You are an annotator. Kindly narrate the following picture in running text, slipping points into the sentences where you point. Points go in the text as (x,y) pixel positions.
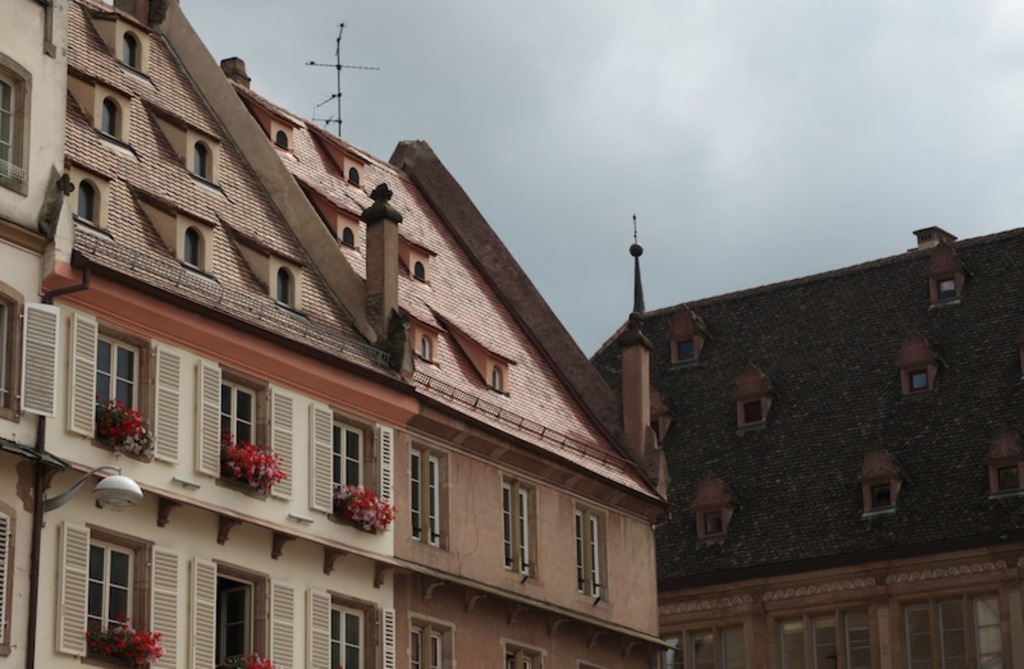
Here in this picture we can see buildings (520,413) present and we can also see number of windows (821,619) on it and we can see some flower plants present near the windows (112,587) and at the top of it we can see an antenna (346,70) present and we can see the sky (510,126) is fully covered with clouds (669,176) and on the left side (106,492) we can see a lamp post (106,489) present.
